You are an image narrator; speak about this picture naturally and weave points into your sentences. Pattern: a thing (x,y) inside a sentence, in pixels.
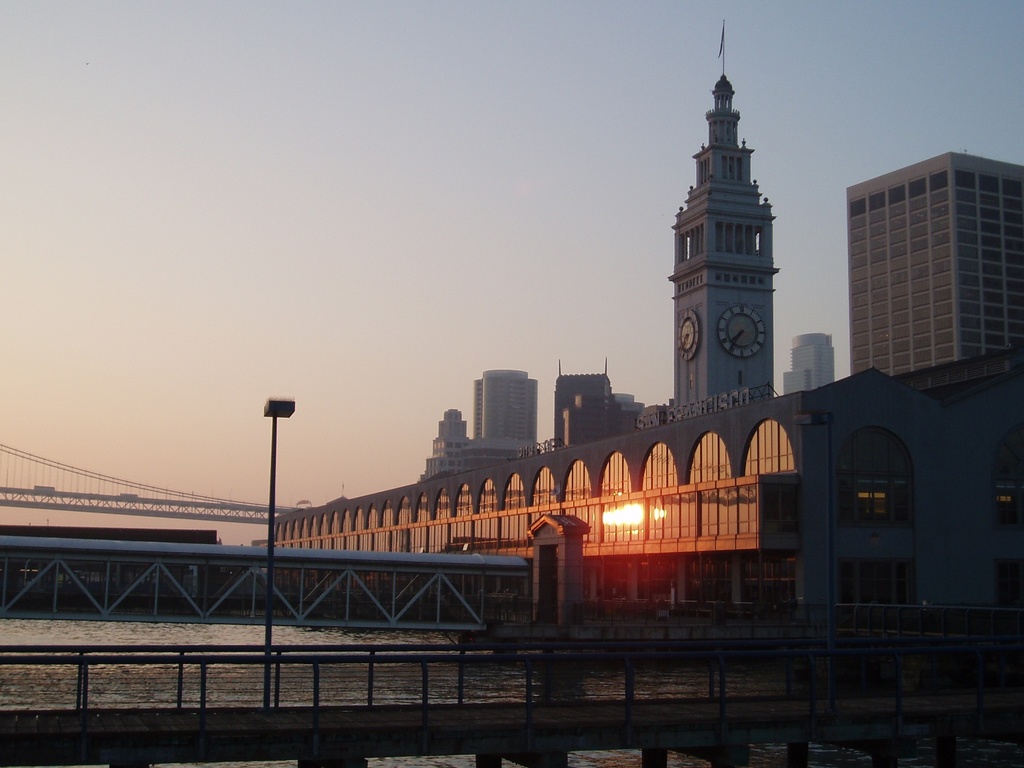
This looks like a clock tower (721,368) with the wall clocks (721,318) attached to it. I can see the buildings (742,420) with the glass doors (843,471). I think these are the bridges (370,608). I think this is a street light (268,549). This is the sky (261,491).
